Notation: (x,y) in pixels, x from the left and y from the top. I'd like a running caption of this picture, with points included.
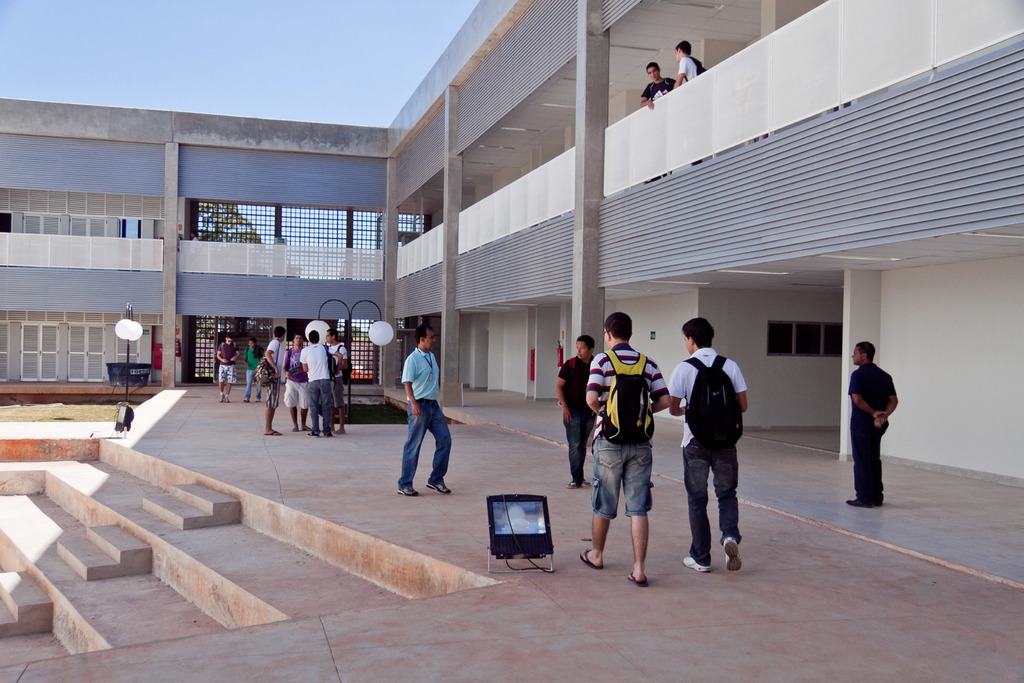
In this picture there are group of persons (687,427) standing and walking. In the center (347,326) there is a focus light (527,555) on the ground (517,564) which is black in colour and there are light poles (350,343). In the background (147,267) there is building (435,229). On the left side (163,538) there are stairs (151,543).
